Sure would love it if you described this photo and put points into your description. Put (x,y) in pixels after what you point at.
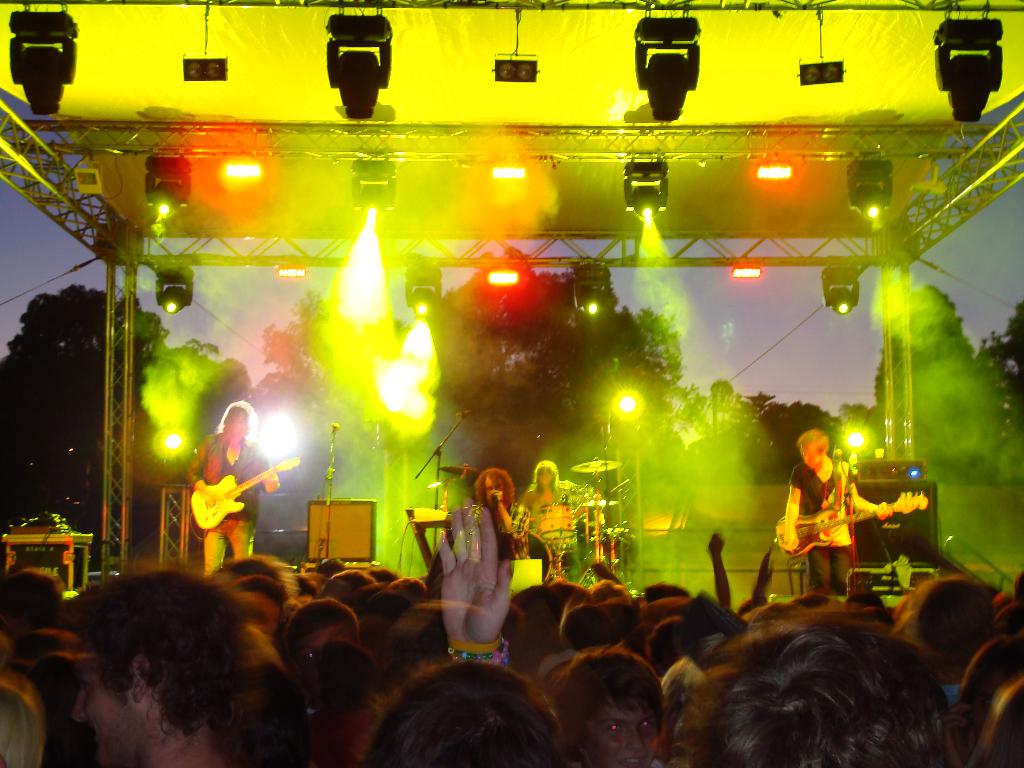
In this image there are few people (237,444) playing musical instruments (577,505) on the stage (449,499), there are few lights (657,83) attached at the top of the stage (511,99), there are few people (243,670) and few trees (463,396).
